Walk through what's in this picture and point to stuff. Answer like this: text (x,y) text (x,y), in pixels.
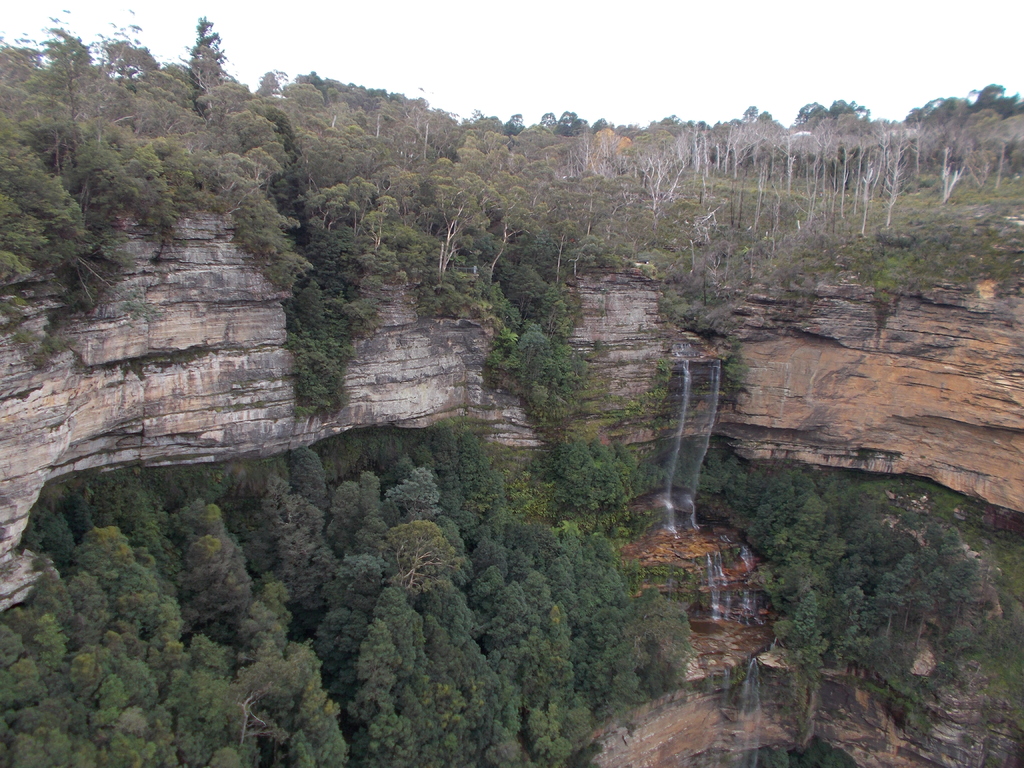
In this image I can see many trees (385,643), mountains (249,300) and the water (715,602) flowing from the mountains (701,492). In the background (680,52) I can see the white sky (574,73).
